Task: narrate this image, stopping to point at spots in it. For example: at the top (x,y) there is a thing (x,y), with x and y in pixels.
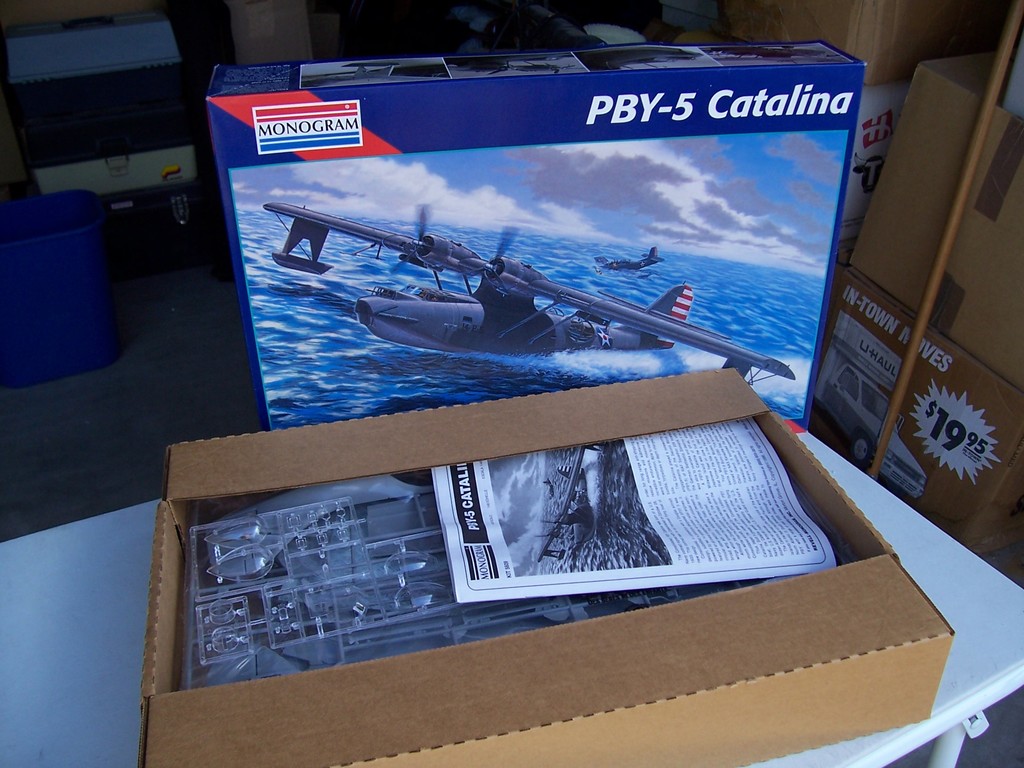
In this picture, we see a white table (52,624) on which a carton box (510,675) containing a white object (423,554) and a book (549,582) is placed. We see a blue color box (485,206) is placed on the table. On the right side (949,433), we see the carton boxes (938,423). On the left side (95,292), we see a blue color basket (80,254). In the background (30,104), we see a cupboard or a wall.
